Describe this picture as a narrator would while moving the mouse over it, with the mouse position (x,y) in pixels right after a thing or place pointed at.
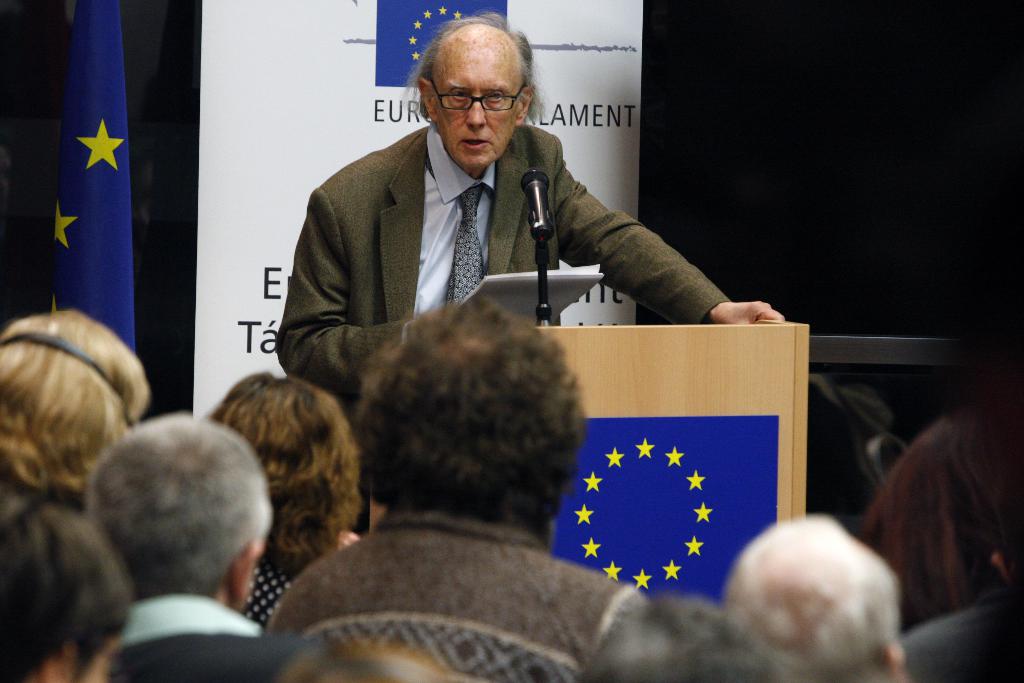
In this image in the center (439,278) there is one person (424,218) standing and talking, in front of him there is a podium (666,370) and mike (540,320) and he is holding papers (505,300). And at the bottom of the image (198,608) there are group of people (450,614), and in the background (576,16) there is board (350,58). On the board (279,199) there is text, and one flag (106,45) and there is black background (887,148).
